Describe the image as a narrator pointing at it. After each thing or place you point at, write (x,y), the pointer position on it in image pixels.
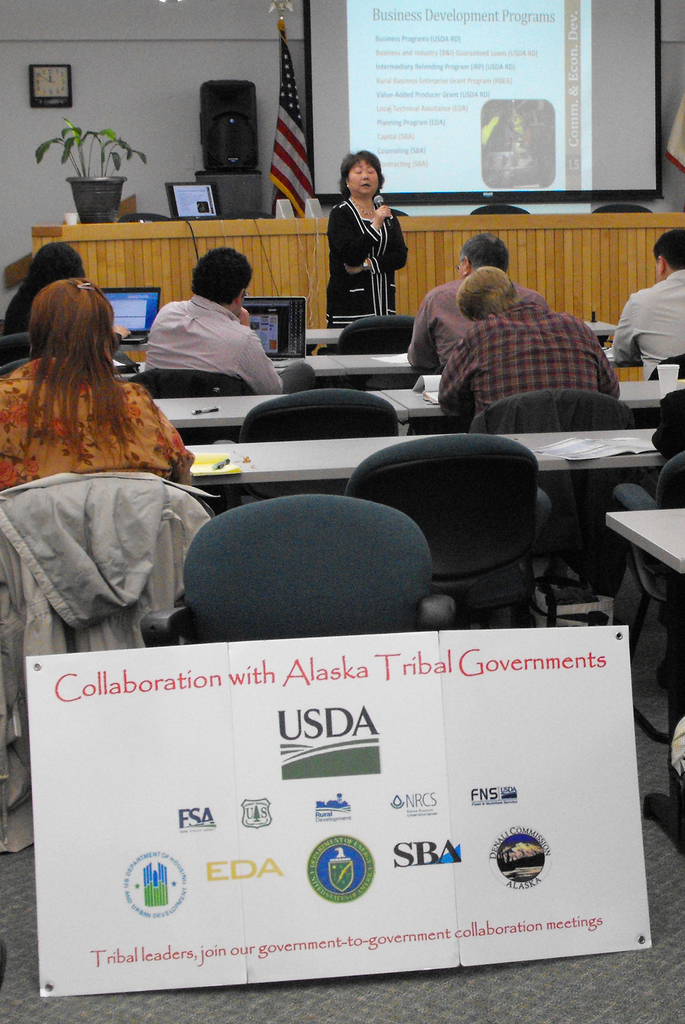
In the picture there are many tables (368,364) and chairs (358,596) present, there people (264,379) sitting on the chairs (364,542), there are laptops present on the table (219,225), there is a woman (387,277) standing and catching a microphone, there is a board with the text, there is a screen (463,185) on the wall (66,195), there is a houseplant (105,208), there is a flag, there is a clock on the wall (260,110), there are books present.
